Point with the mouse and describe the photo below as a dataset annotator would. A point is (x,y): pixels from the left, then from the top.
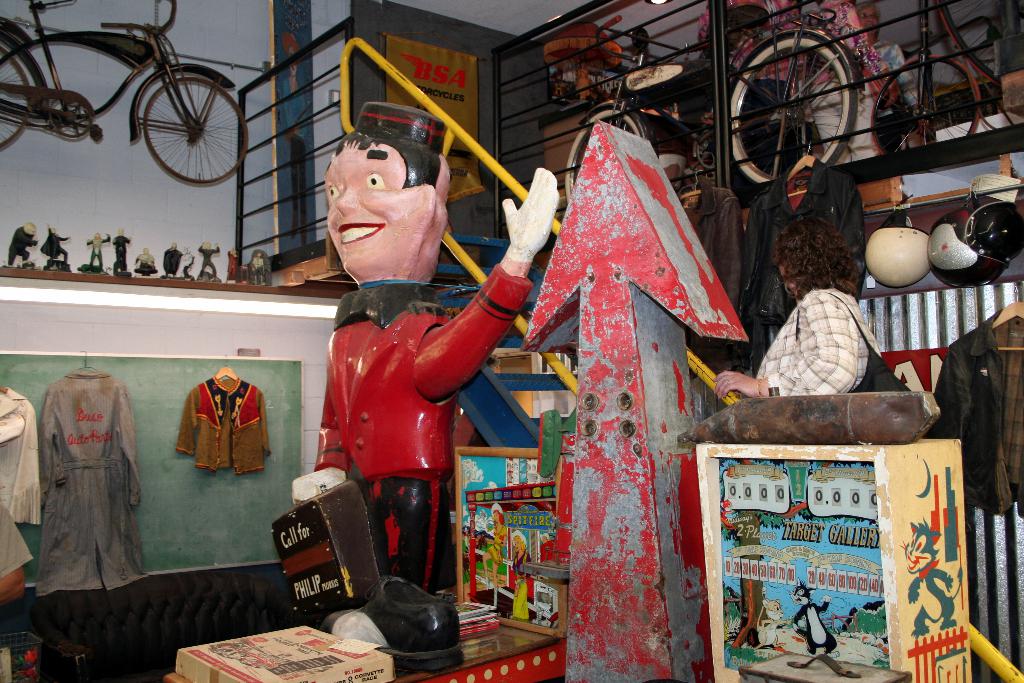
In this image we can see group of toys (436,322). In the foreground (308,674) we can see a box (357,648) on the table (519,656). In the right side of the image (826,327) we can see a woman (853,355) carrying a bag (866,376). In the background (982,332), we can see clothes (721,242), helmets (904,243) on the wall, group of bicycles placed on the ground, staircase (483,163) and some lights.
